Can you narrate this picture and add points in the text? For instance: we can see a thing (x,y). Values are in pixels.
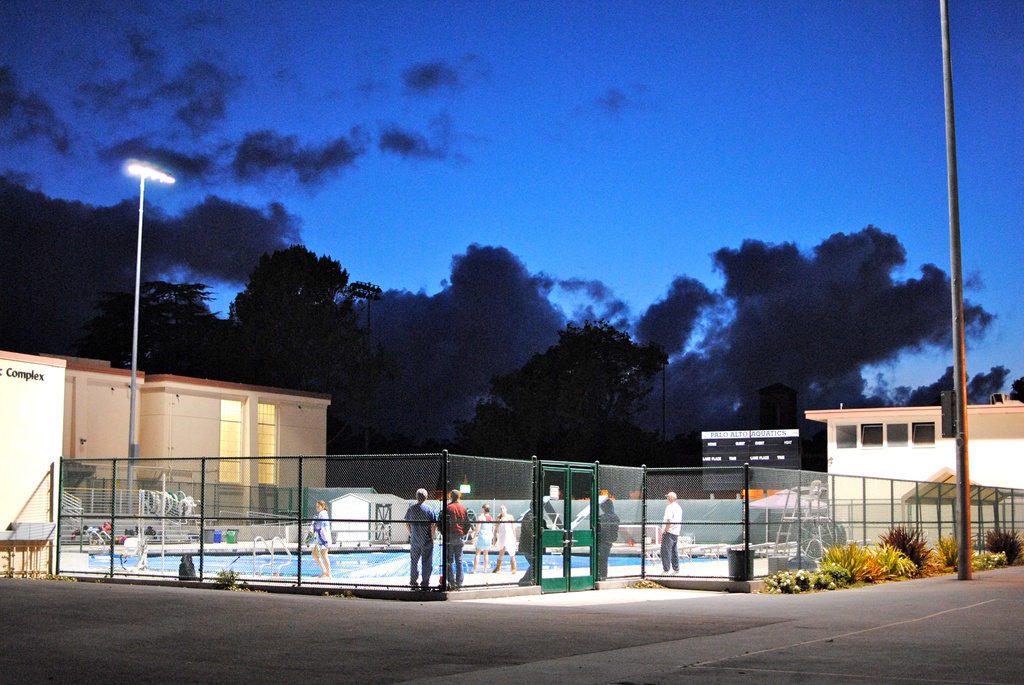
In this image, We can see a electrical pole (956,162) and another electrical pole (133,476) which includes a streets lights (150,178) after that i can see few people (666,527) standing in a pool area (432,498) and i can see few trees (613,385) and blue sky (710,417) next they are few trees (851,556) which are planted outside the pool area (922,528) and i can see stool (794,513) a dust bin (231,538).
